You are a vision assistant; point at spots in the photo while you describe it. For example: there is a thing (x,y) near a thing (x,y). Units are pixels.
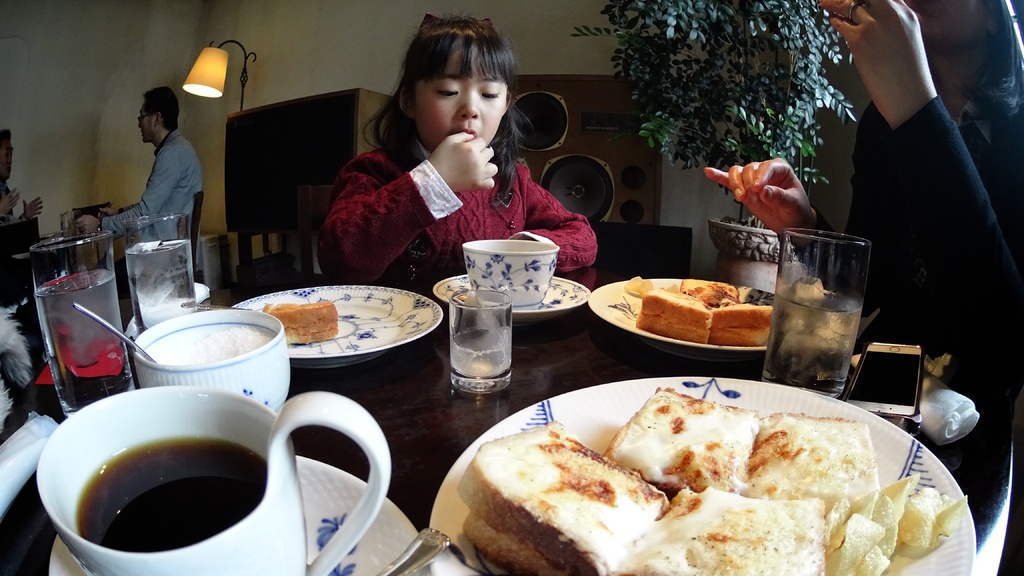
There are glasses (108,313), cups (249,545), saucers (907,570) and food items (847,536) on the table (591,336) in the foreground area of the image (675,459), there are people (748,180) sitting in front of the tables (969,458), it seems like desks (305,133), plant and a lamp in the background (365,127).
